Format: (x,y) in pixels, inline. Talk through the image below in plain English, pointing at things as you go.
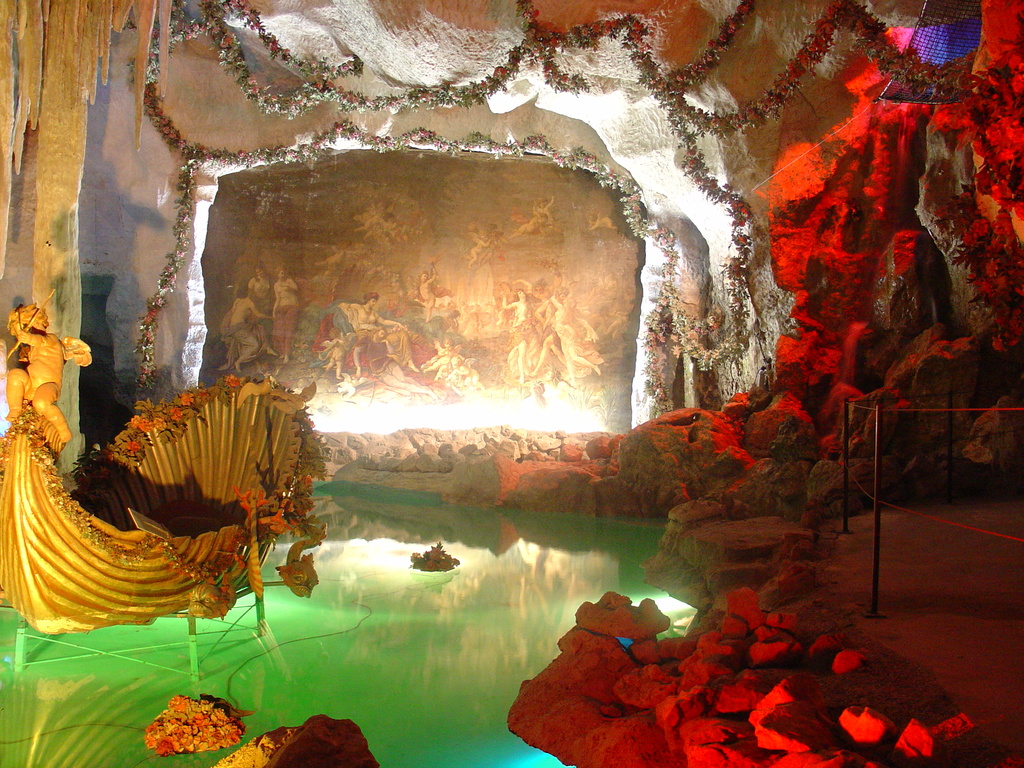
Here in this picture in the front (509,553) we can see a pond (475,559) with full of water (282,587) present over there and we can also see a boat (211,529) and we can see some stones (748,699) present over there and we can also see a cave (443,56) decorated all over there.
